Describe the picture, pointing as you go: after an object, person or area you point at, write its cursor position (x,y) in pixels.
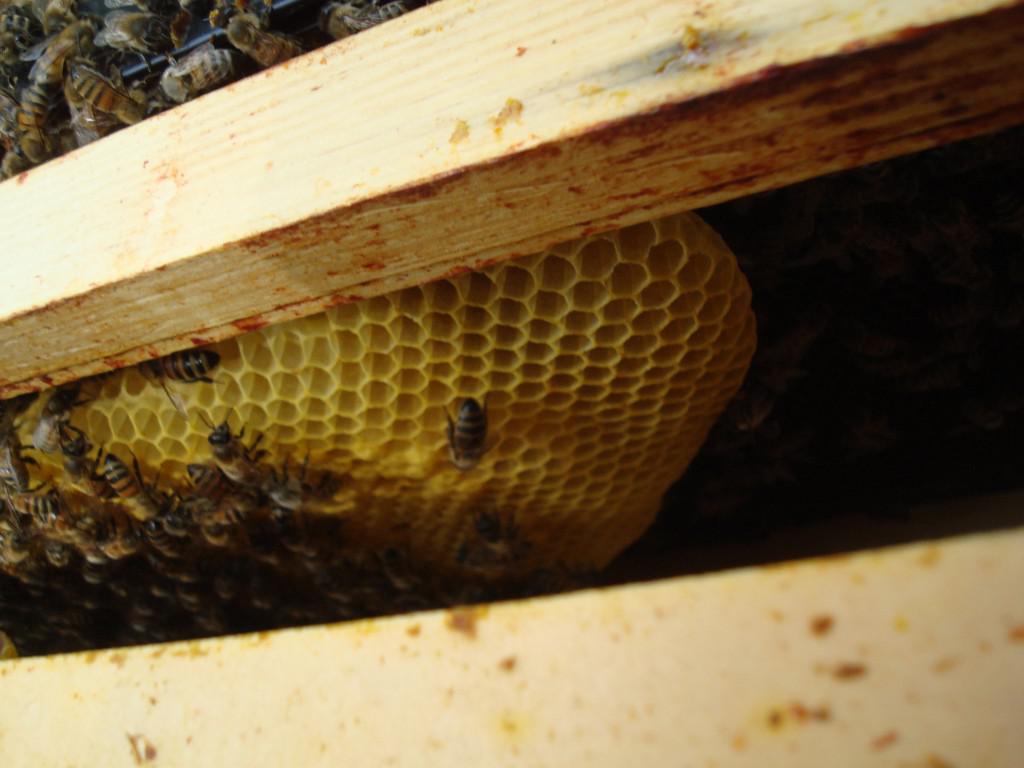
This picture shows a beehive (410,323) in the wooden box (166,194) and we see honey bees (199,554) on it.
